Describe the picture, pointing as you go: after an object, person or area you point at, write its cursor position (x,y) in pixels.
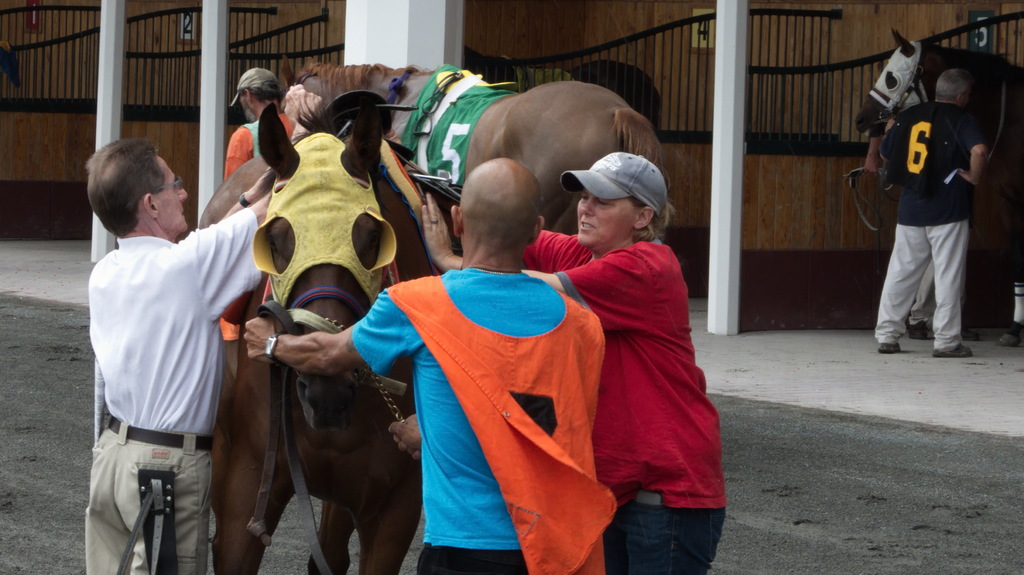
In this image we can see three persons (309,357) are holding a horse (255,377). In the background (800,77) we can see horse stables (636,66).
